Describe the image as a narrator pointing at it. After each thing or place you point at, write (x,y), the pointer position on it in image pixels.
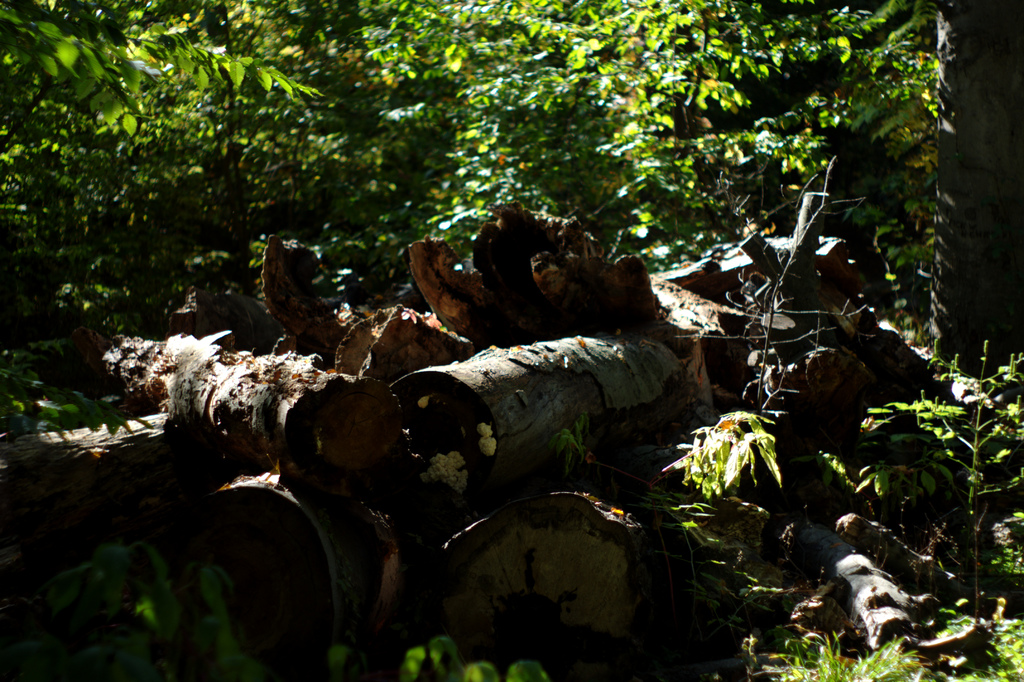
In this picture we can see logs (692,377) and plants (804,677). In the background (292,160) there are trees (540,106).
